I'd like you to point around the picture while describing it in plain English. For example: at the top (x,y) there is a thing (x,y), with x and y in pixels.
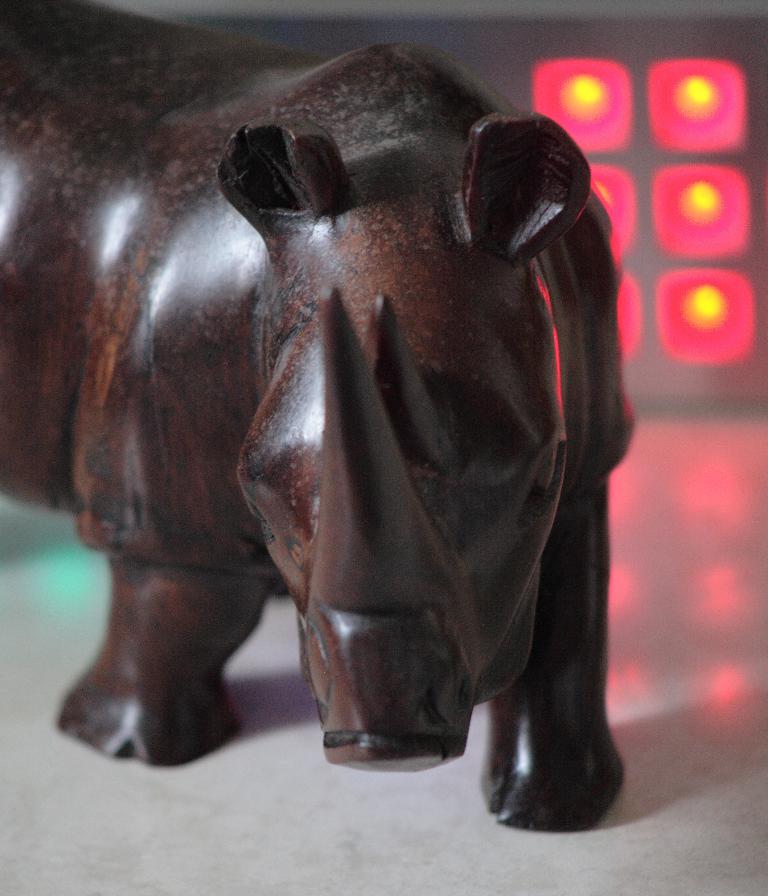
In this image, we can see a wooden rhino (436,375). There are lights (676,273) in the top right of the image (685,285).
